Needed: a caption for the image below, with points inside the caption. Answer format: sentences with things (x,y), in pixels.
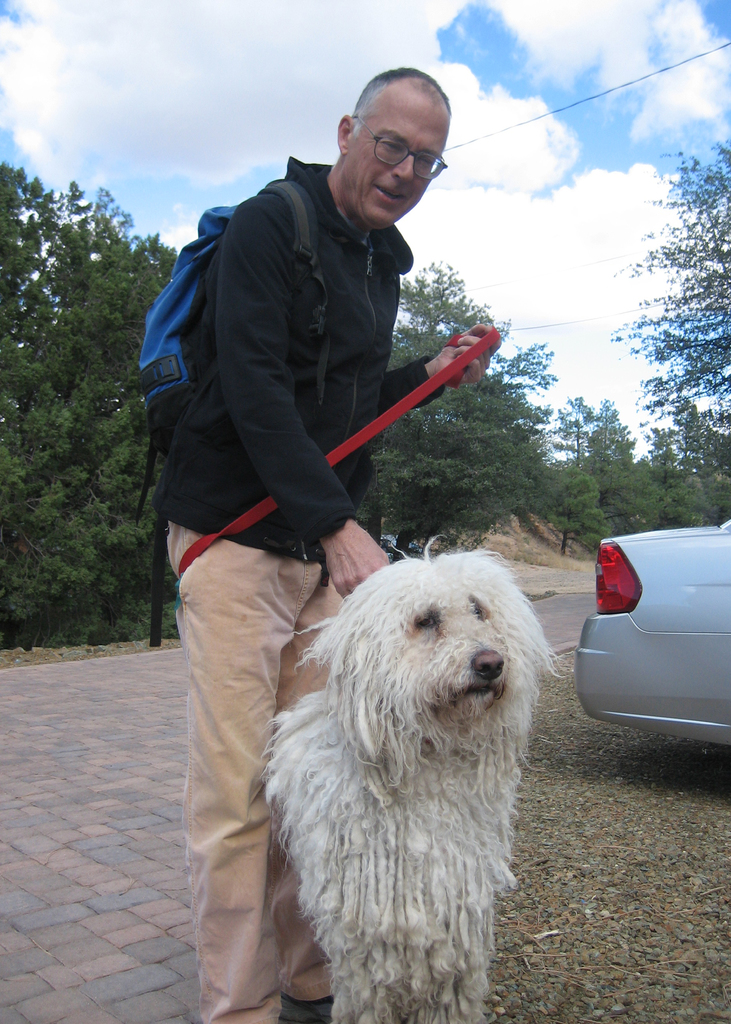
In this picture we can see man (231,685) standing holding dog (468,816) in one hand (346,584) and thread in other hand (472,333) and in background (474,483) we can see trees (603,426), sky (538,232) with clouds (600,288), car (625,704).
